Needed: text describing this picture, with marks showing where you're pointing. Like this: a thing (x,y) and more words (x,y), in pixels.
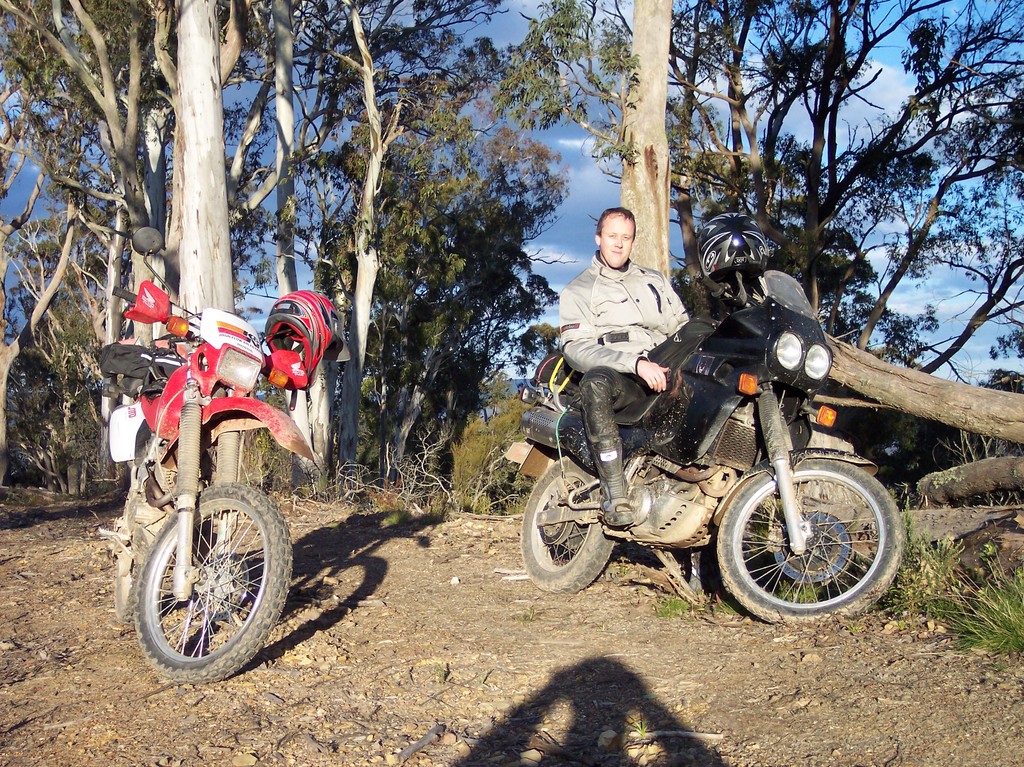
The man (630,294) on the right side of the picture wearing a grey jacket (605,327) is sitting on the black color bike (658,400) and he is smiling. Beside him, we see a wooden stick (902,403). On the left side of the picture (246,400), we see a red color bike (228,408) with black bag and red helmet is parked. There are many trees (505,242) in the background (583,188) and we even see the sky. At the bottom of the picture (471,662), we see the soil (778,640) and grass (944,604). It is a sunny day.
